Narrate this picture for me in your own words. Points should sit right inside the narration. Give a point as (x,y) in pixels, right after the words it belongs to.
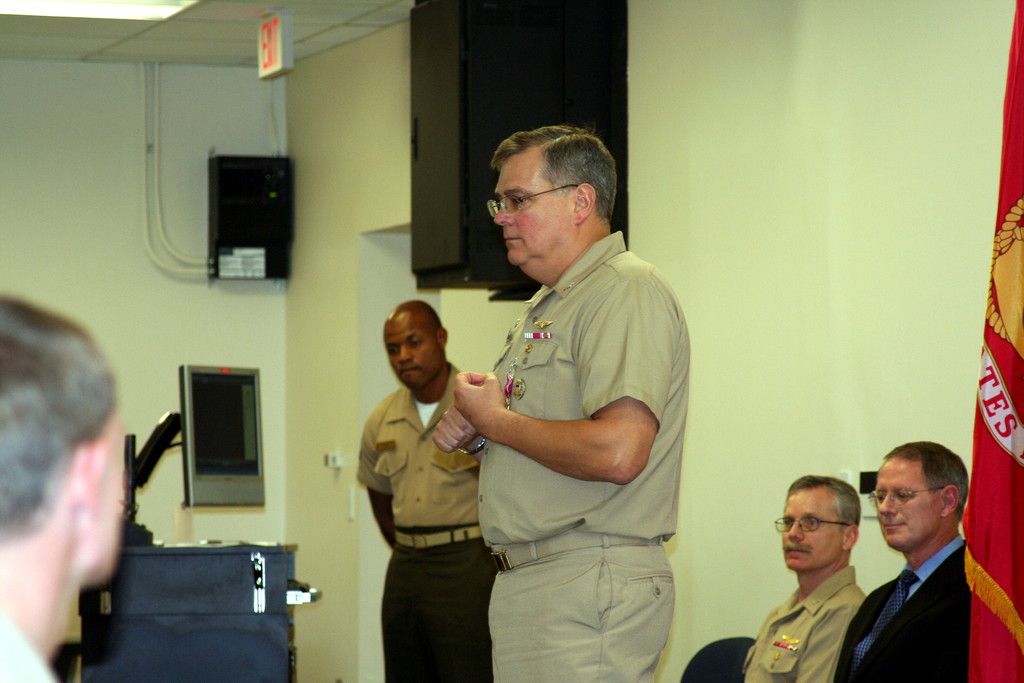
There are people (62,525), two people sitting on chairs (694,666) and these two people (411,564) standing. We can see objects (130,532) on the table (203,544). We can see speaker (423,265) and devices (227,256) on the wall (185,299). At the top (57,1) we can see ceiling light (73,12) and board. On the right side of the image (1006,490) we can see flag (995,416).
